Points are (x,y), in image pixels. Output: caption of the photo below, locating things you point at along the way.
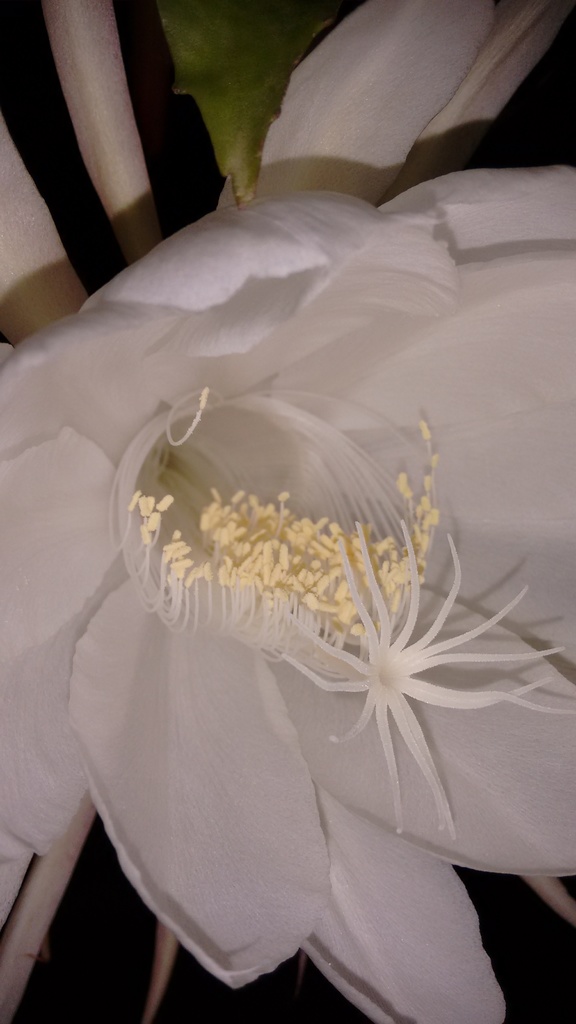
In the center of this picture (301,447) we can see a white color objects (295,506) seems to be the flowers (368,319). In the background (240,125) there is a green color object (228,49) seems to be the leaf (220,55).
